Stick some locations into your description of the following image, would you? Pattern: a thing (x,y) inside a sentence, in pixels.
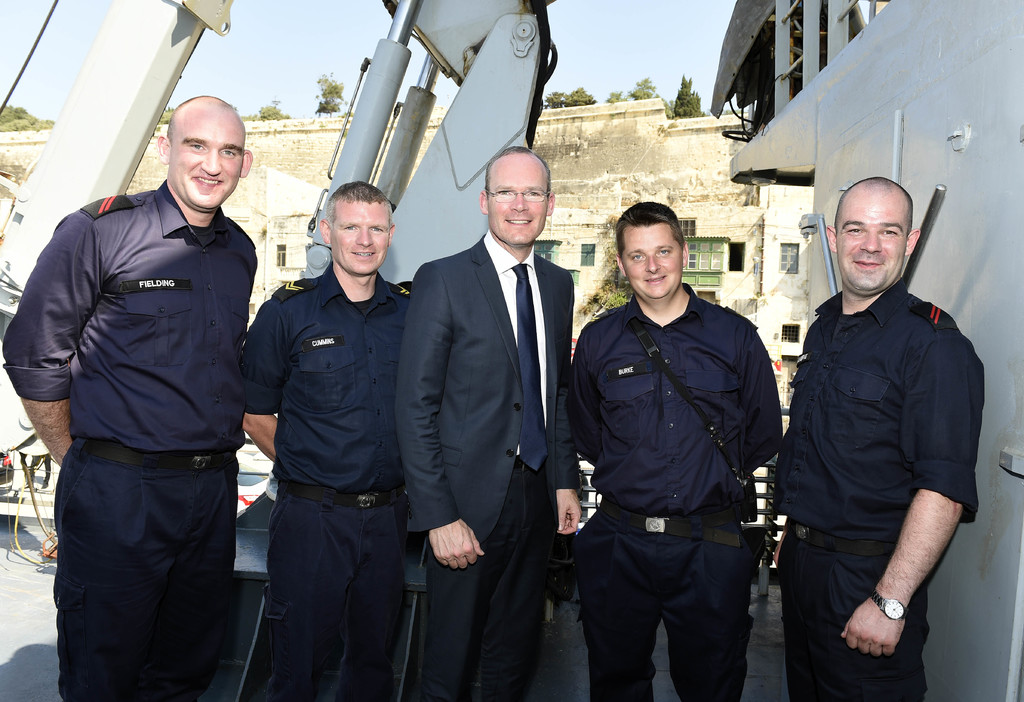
In the image there are five men (478,325) standing. Behind them there are machines (336,177). On the right side of the image (972,134) there is wall (955,117) with railing (800,59). In the background (711,194) there is a wall (682,153) with windows (737,258). Behind the wall (599,157) there are trees (697,101). At the top of the image (641,62) there is sky (416,58).
